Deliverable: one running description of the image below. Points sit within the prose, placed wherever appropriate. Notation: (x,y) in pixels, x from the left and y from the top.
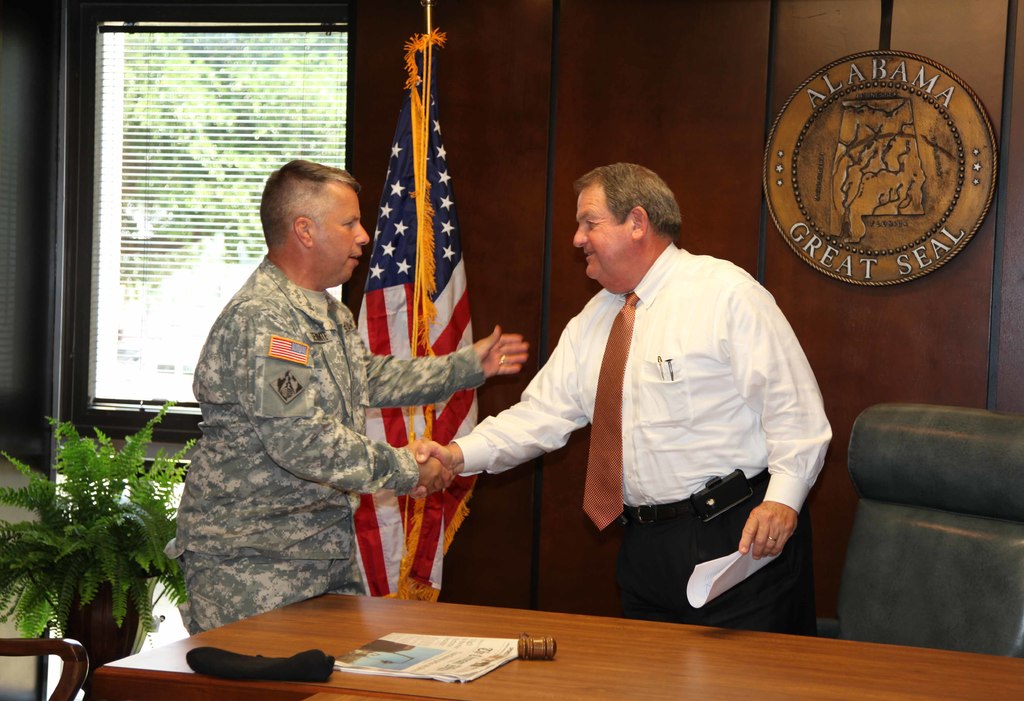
In the middle (344,385) there are two people (512,421), to the right (737,384) one person (680,409) is standing and he is wearing a white shirt (674,392) and a trouser (685,546) and he is holding a paper (714,588) he is wearing a tie (605,452) and the another person (307,422) to the left (301,453) he is wearing a dress (308,414) and in the middle (429,259) there is a flag (416,188) to the left (193,154) there is a window (184,218) in that window (203,222) we can see the tree (224,130) and to the left bottom (111,578) there is a house plant (108,563) and in the middle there is a table (574,652) with a newspaper (485,652) and to the right bottom (945,558) there is a chair (949,503) and to the right top (880,76) there is a text (860,76).
